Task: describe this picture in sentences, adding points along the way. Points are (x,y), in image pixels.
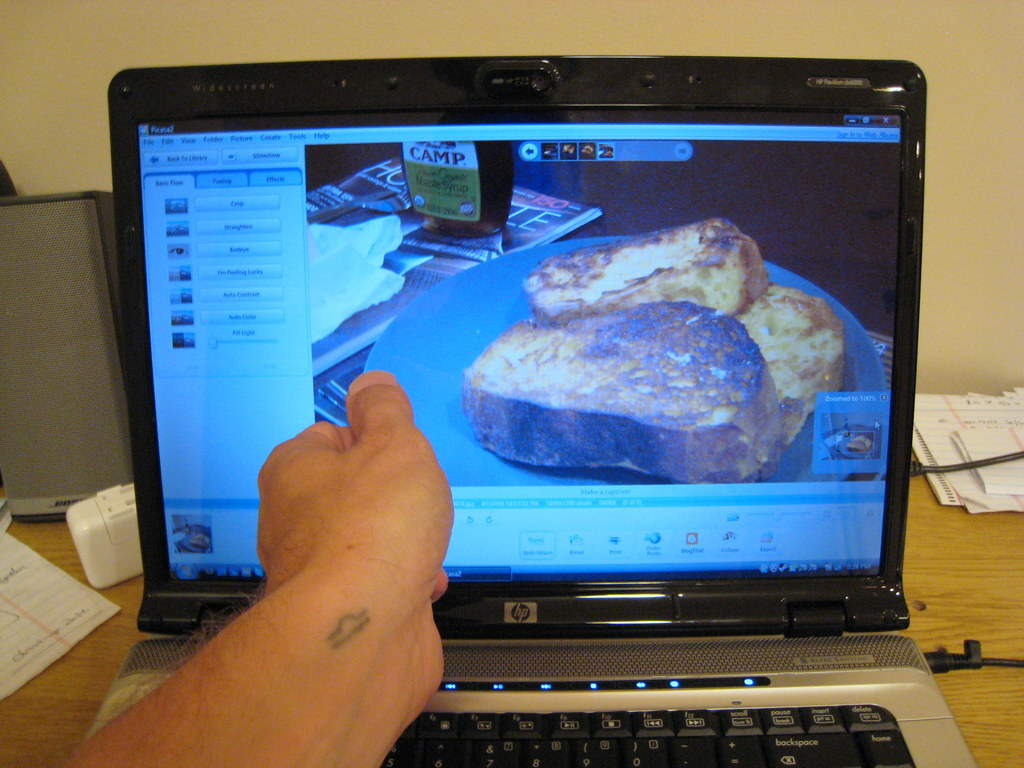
This picture is clicked inside. In the foreground (403,384) we can see the hand (424,661) of a person (420,702). In the center (497,397) there is a wooden table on the top of which we can see a laptop (300,317), speaker (110,366), papers (55,604) and some other objects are placed and we can see the text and some pictures (440,327) on the display (441,343) of a laptop (445,182). In the background (399,10) there is a wall (357,47).
